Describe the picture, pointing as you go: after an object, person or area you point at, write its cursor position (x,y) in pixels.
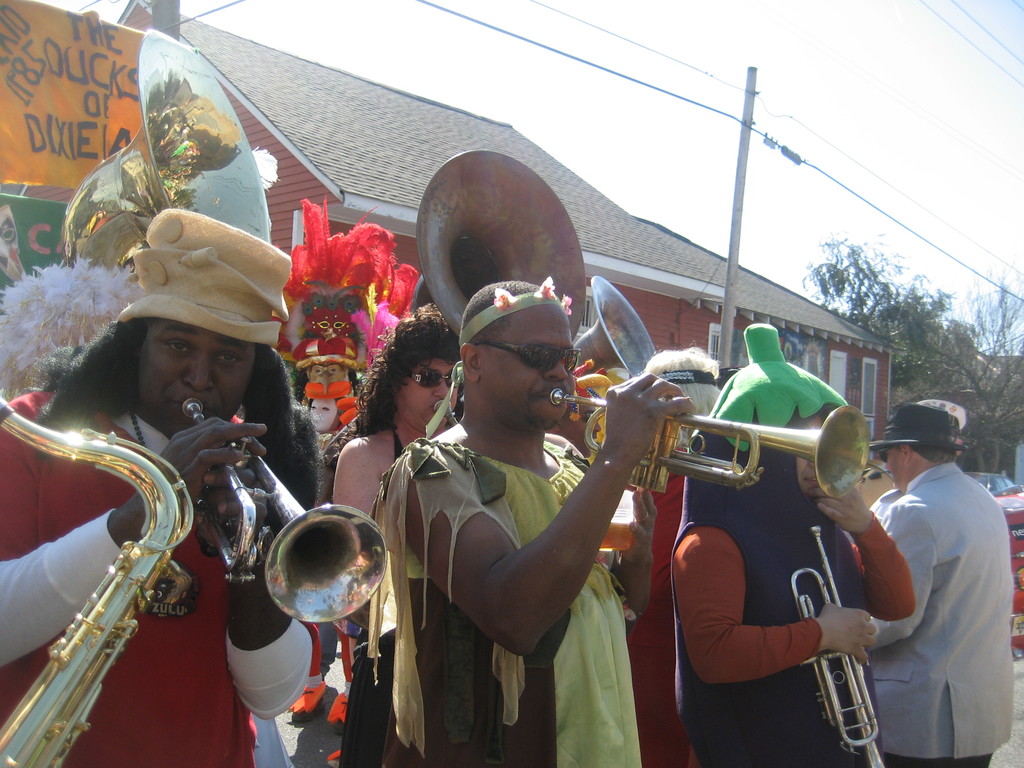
In this image we can see few people (614,593) playing musical instruments (279,529) and there are few buildings (386,161), trees (931,369), a pole (735,294) with wires (688,67) and the sky (774,135) in the background (729,137).
